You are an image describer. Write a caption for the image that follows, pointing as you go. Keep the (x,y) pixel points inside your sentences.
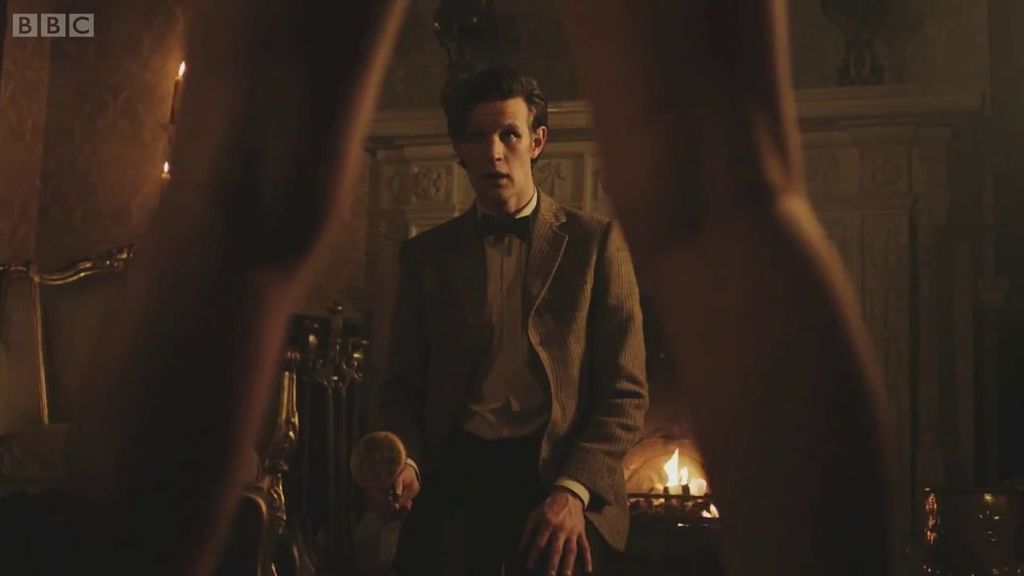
In the picture we can see a man (521,127) standing near the table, he is in a blazer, tie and shirt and in front of him we can see a woman legs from it, we can see a man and beside the man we can see a light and on the other side we can see a part of the chair (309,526) and some things (334,517) are placed.
